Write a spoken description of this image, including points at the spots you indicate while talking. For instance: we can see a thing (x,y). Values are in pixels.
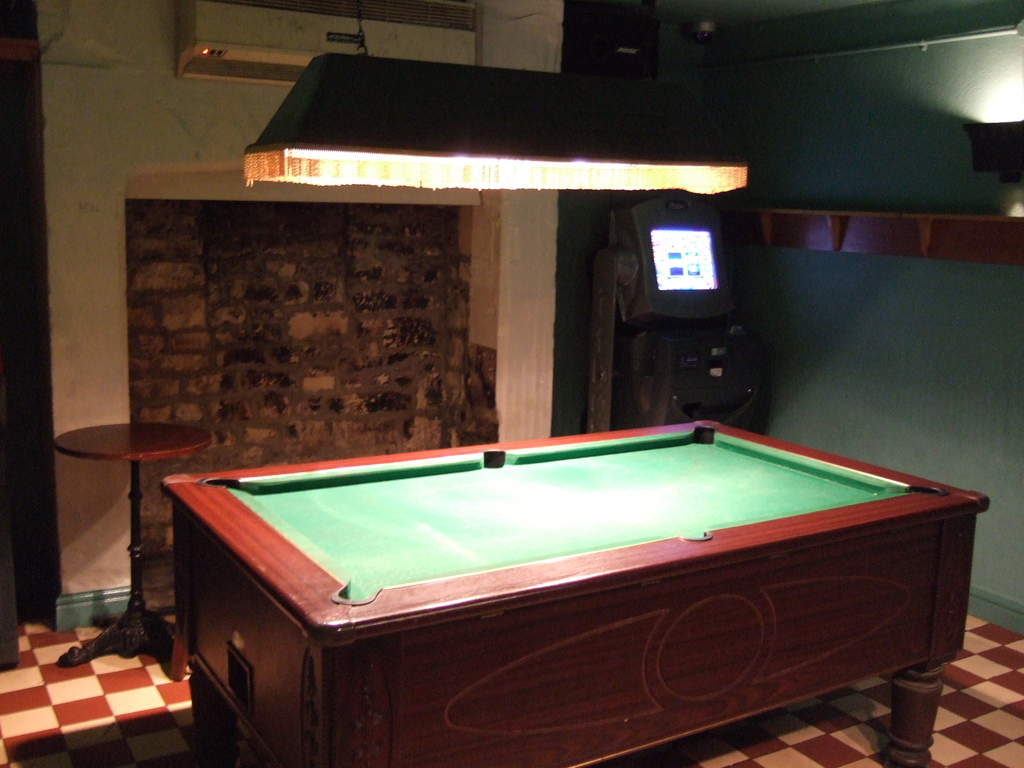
As we can see in the image there is a wall (139,143), air conditioner (197,57), light (354,145), screen (681,273) and billiards board (540,511).
